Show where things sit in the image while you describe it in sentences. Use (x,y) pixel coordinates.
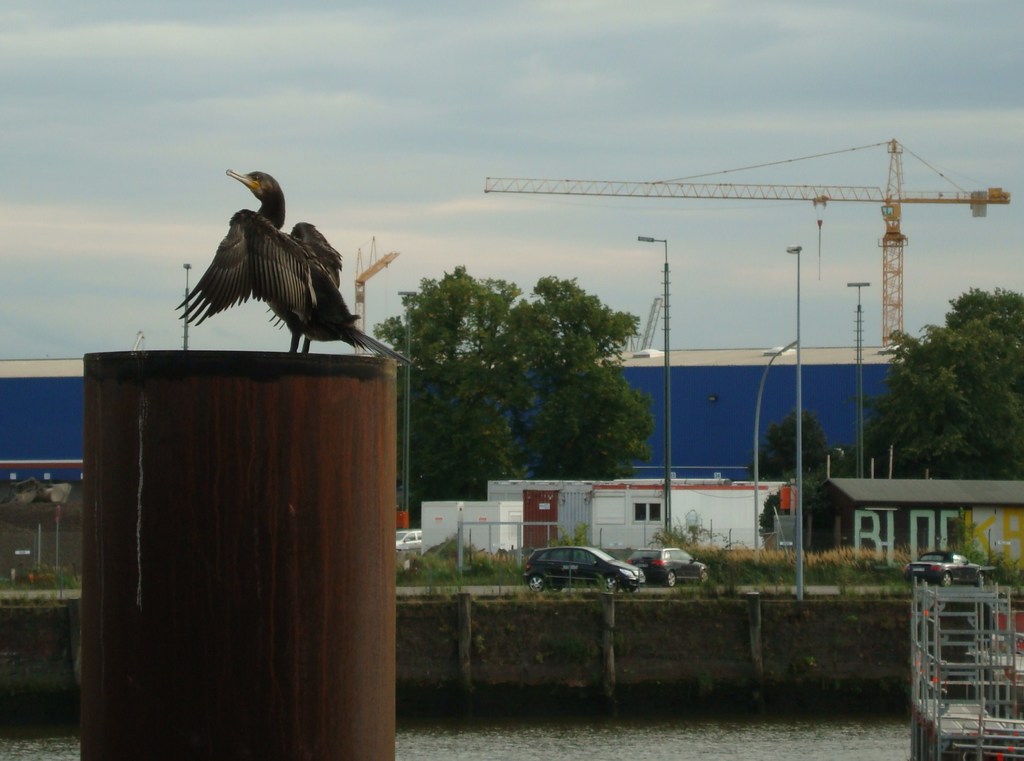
In front of the image there is a bird (235,302) on a cylindrical structure (221,484), behind that there is a river (660,718), on the right of the image (915,683) there is a metal rod structure (968,655), behind the river (706,730) there are cars (639,570) parked on the road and there is grass (520,565), plants (504,565), mesh fence (481,565), buildings (635,516), lamp posts (667,479) and cranes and trees (565,411) as well.
